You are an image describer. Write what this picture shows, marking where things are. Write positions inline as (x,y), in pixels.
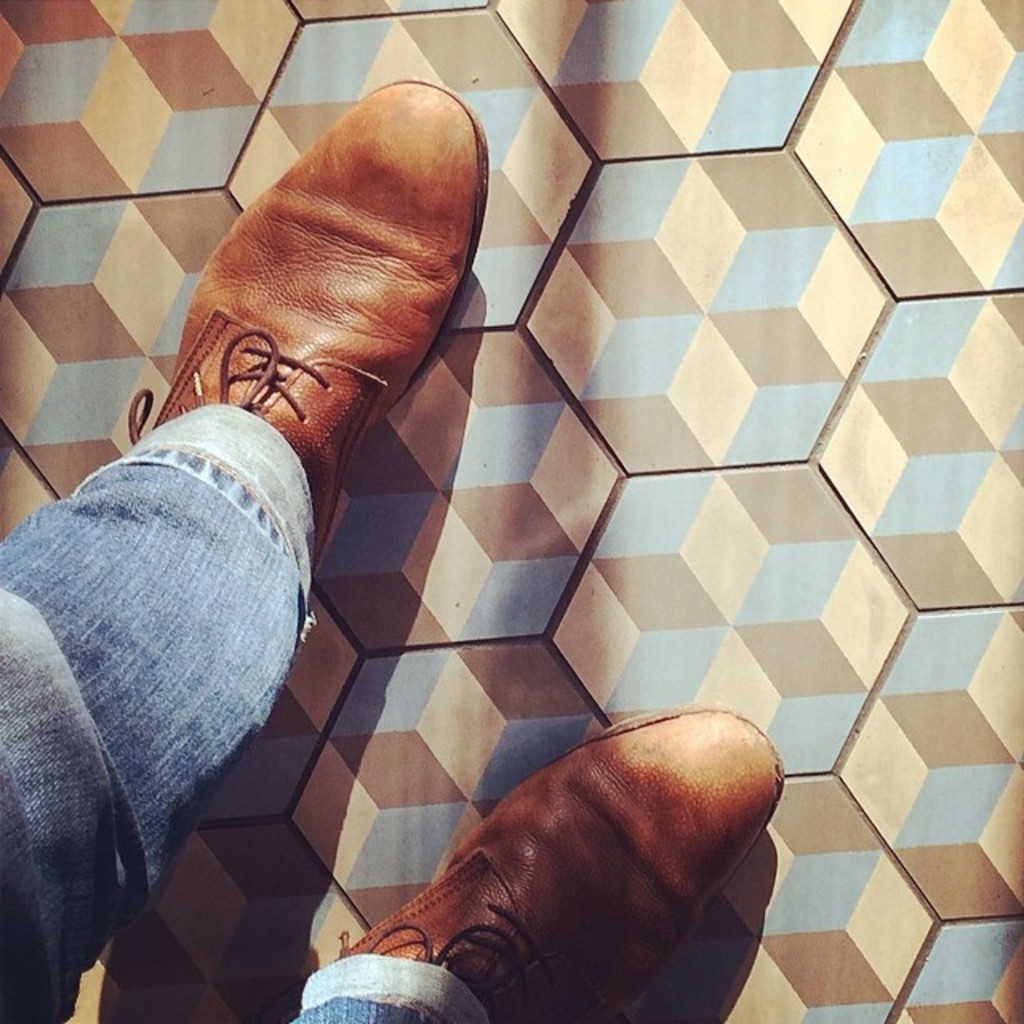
In this image there are legs (94,837) of the person (374,320) truncated, the person (273,655) is wearing jeans (119,650) and shoes (288,324), the person (559,952) is standing on the floor (633,398).
